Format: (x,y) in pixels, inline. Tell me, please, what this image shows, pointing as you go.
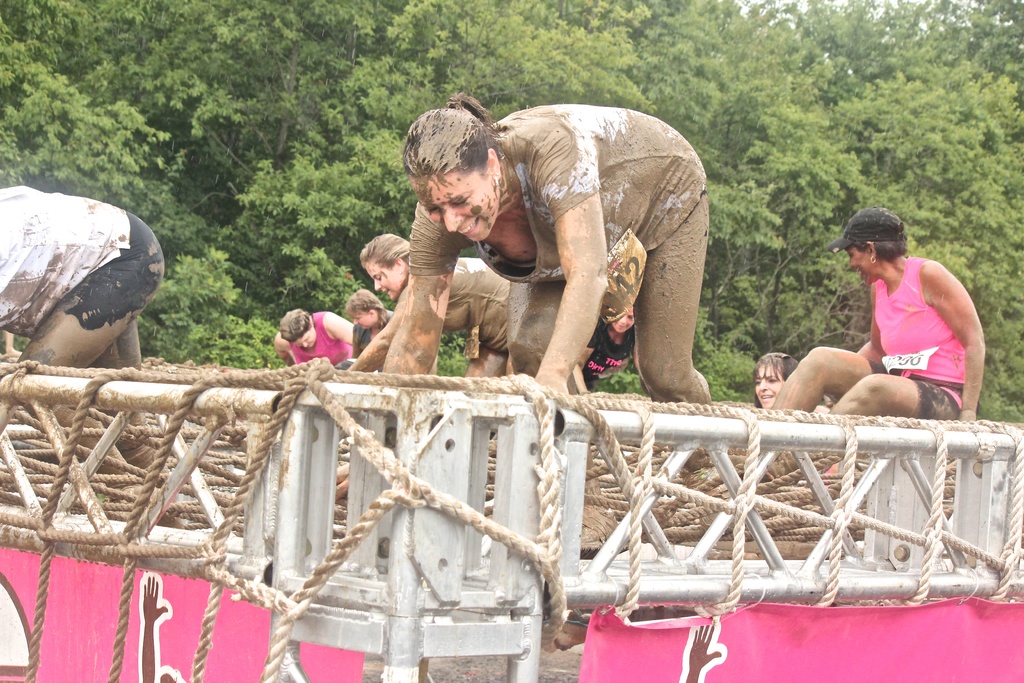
The picture consists of woman (668,332) walking on the ropes (539,482), the ropes (424,488) are tied to an iron frame (427,577). At the bottom (869,658) there is a banner (875,622). In the background (637,40) there are trees (517,99).
